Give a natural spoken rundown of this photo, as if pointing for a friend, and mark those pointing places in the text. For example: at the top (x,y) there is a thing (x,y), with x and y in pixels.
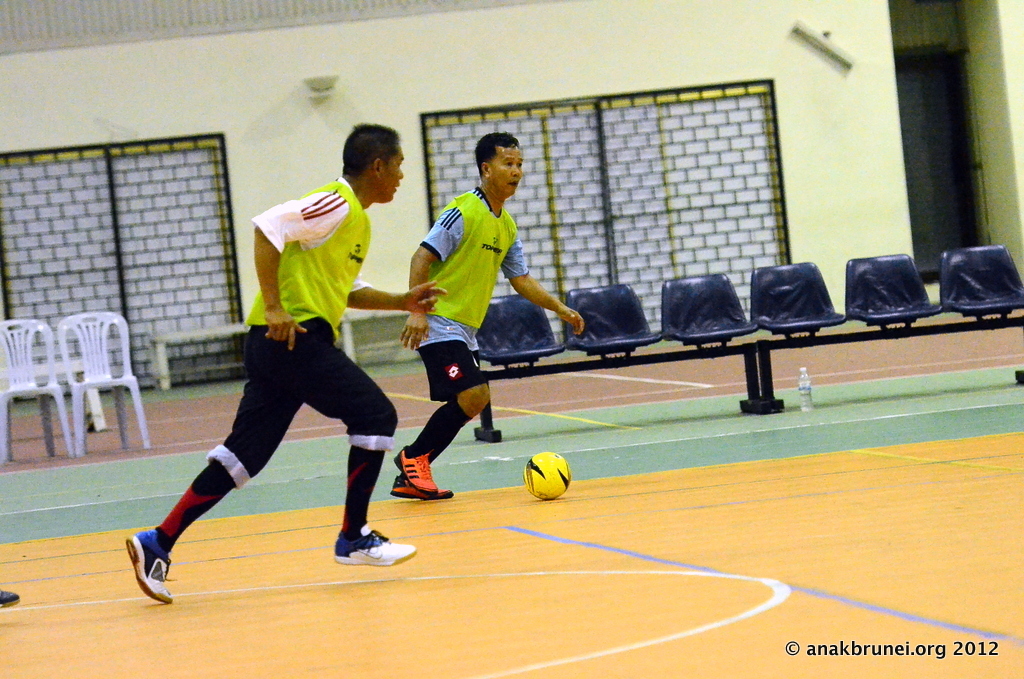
In this picture we can see two men (448,355) running, at the bottom (543,471) there is a ball (543,471), we can see some chairs (25,368) here, in the background (520,79) there is a wall (478,86), at the right bottom (836,652) we can see some text (883,645), we can see a water bottle (806,395) here.
